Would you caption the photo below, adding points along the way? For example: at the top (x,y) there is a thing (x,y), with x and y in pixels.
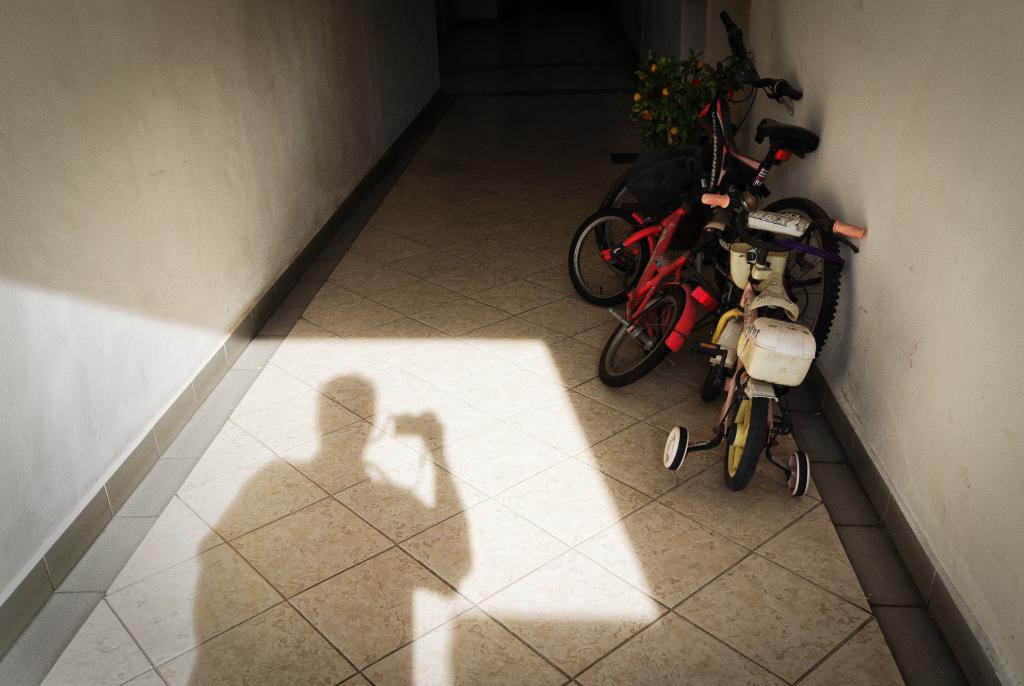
This image looks like it is clicked in a building (22,209). In which we can see a corridor (504,523). And there are cycles (809,371) parked. On the left (117,372) and right, there are walls (126,395). At the bottom (439,564), we can see a shadow (444,518) of a person (460,546) on the floor (571,599).
